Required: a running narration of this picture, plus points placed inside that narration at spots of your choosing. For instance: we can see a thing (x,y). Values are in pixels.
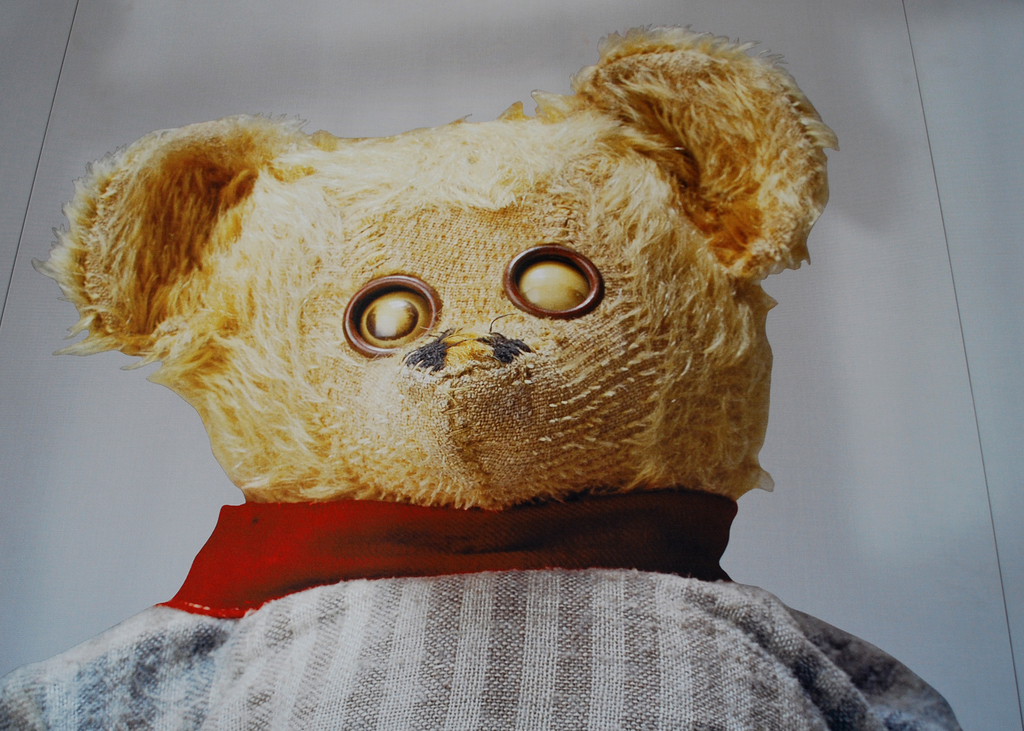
In the picture I can see a teddy bear (628,263) on the wall (855,409).
